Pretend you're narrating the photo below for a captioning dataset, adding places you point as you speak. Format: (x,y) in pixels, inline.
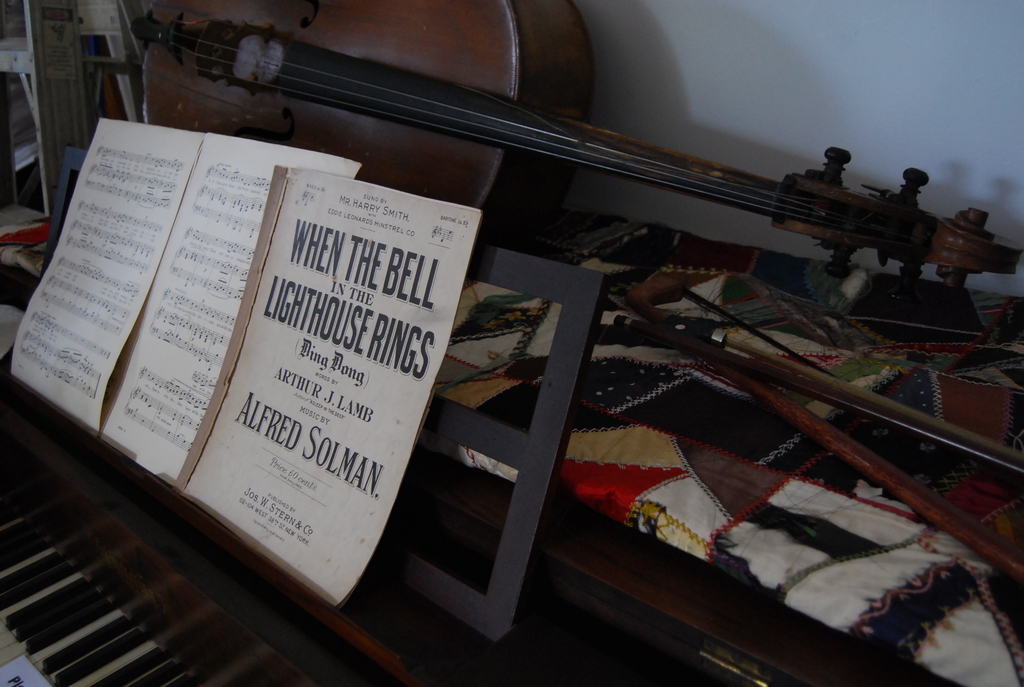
This is a keyboard (82,631). Above the keyboard (134,643) there is a stand (500,445). On the stand (517,451) there are some papers (216,302) and books (283,355) kept. And there is a table (668,440). On the table (661,440) there is a violin (587,156) and violin sticks (777,382). In the background (788,91) it is a white wall (778,75).
